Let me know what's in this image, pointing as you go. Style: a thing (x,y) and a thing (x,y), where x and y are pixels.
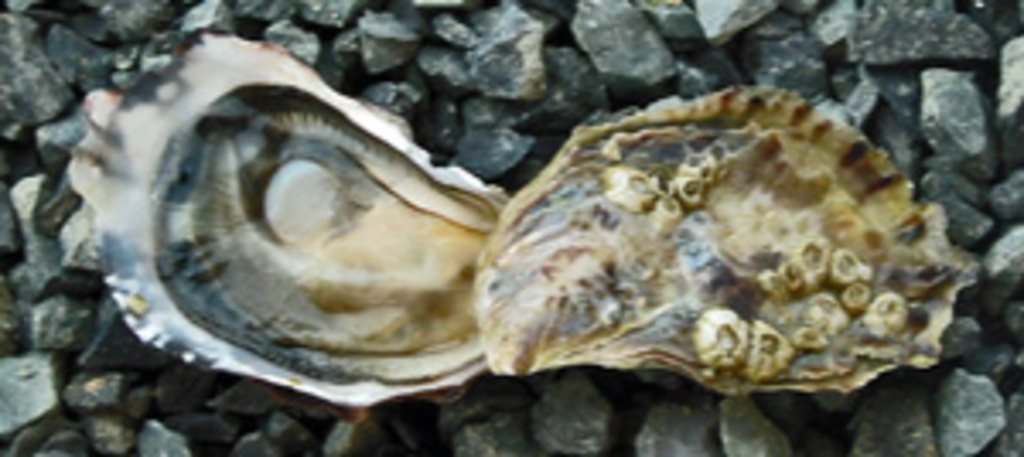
In this picture we can observe a shell (582,286) which is in black and yellow color. This shell (344,211) is placed on the concrete stones (566,90).
